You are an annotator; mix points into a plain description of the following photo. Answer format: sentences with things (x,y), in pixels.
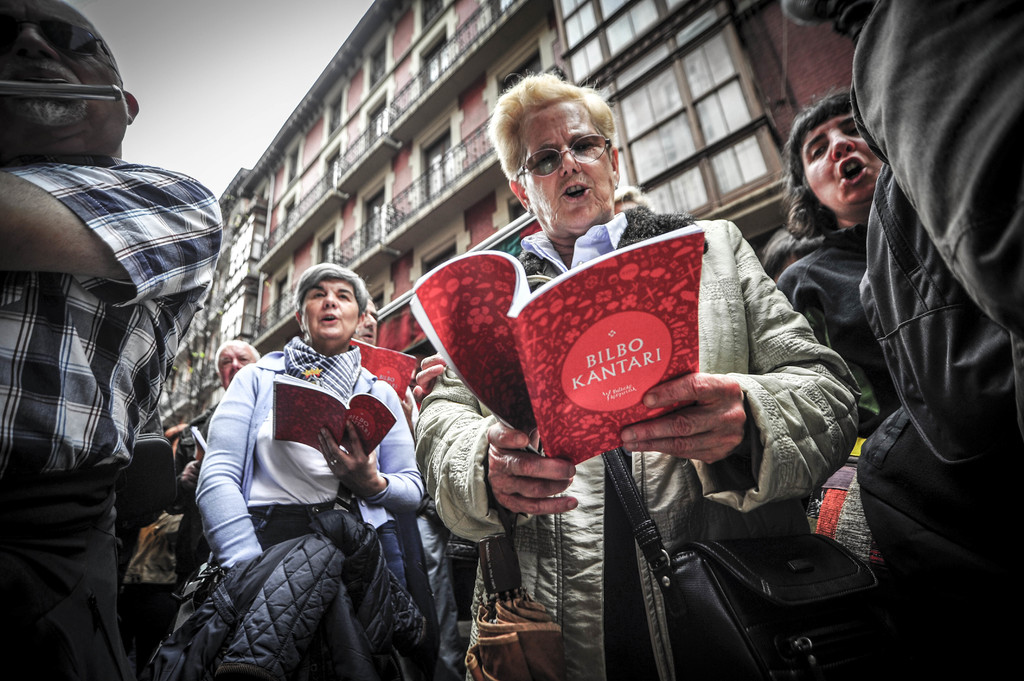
In this image there is a woman (561,237) in the middle (575,237) who is holding the book (521,350). Beside her there are few other people (843,237) who are holding the books (335,414). In the background (359,166) there is a tall building (323,155). At the top (219,67) there is the sky (200,42).
